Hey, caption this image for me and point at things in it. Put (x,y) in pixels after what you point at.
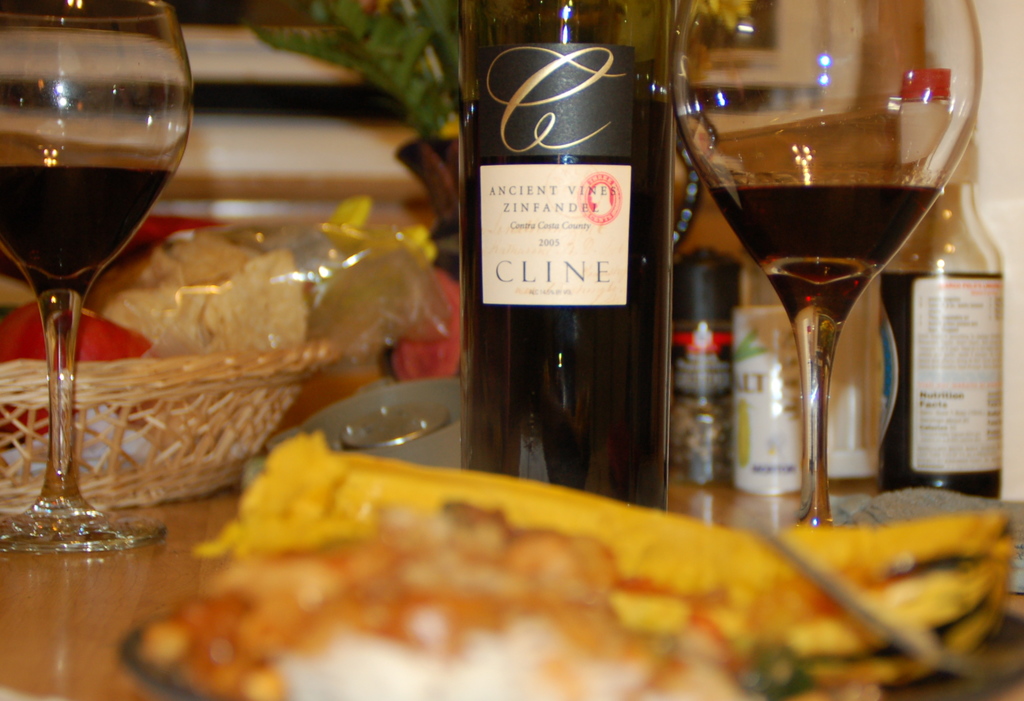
In this image I see 2 glasses (968,33), few bottles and a basket (286,372) and few things (393,316) in it.
